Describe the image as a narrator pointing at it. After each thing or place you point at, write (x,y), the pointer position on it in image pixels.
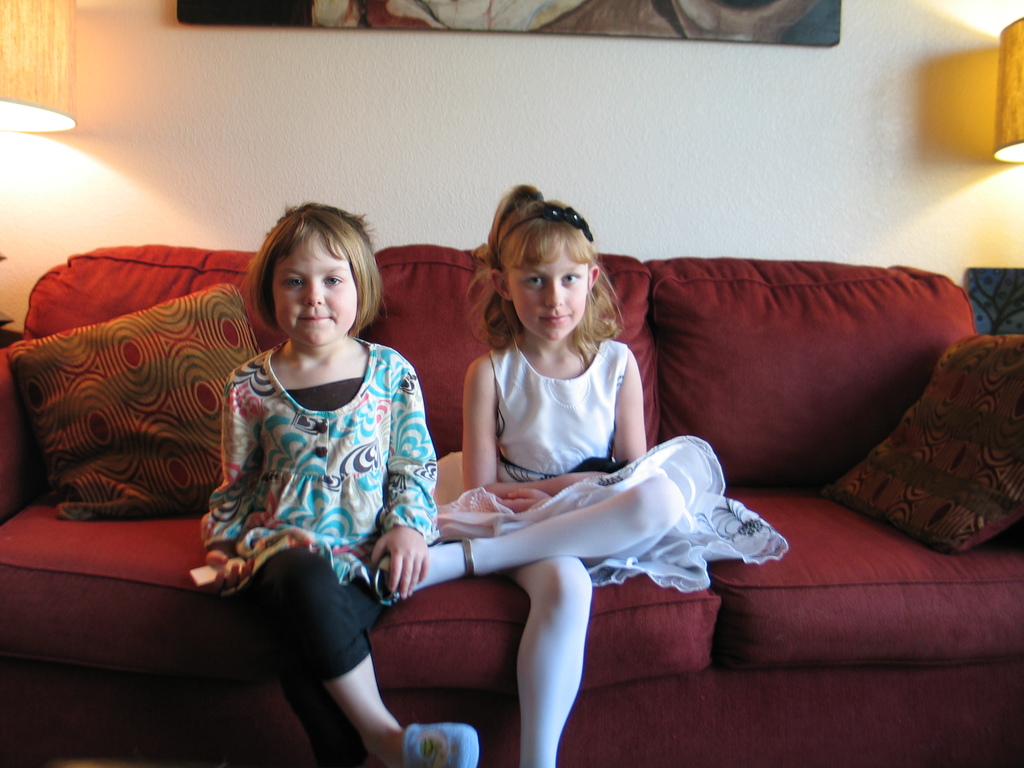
In this image, we can see two girls (429,528) are sitting on a couch (861,620), seeing and smiling. Here we can see two cushions (154,425). Background (711,144) there is a white wall (683,138), showpiece (728,31), lamps (1020,128).
